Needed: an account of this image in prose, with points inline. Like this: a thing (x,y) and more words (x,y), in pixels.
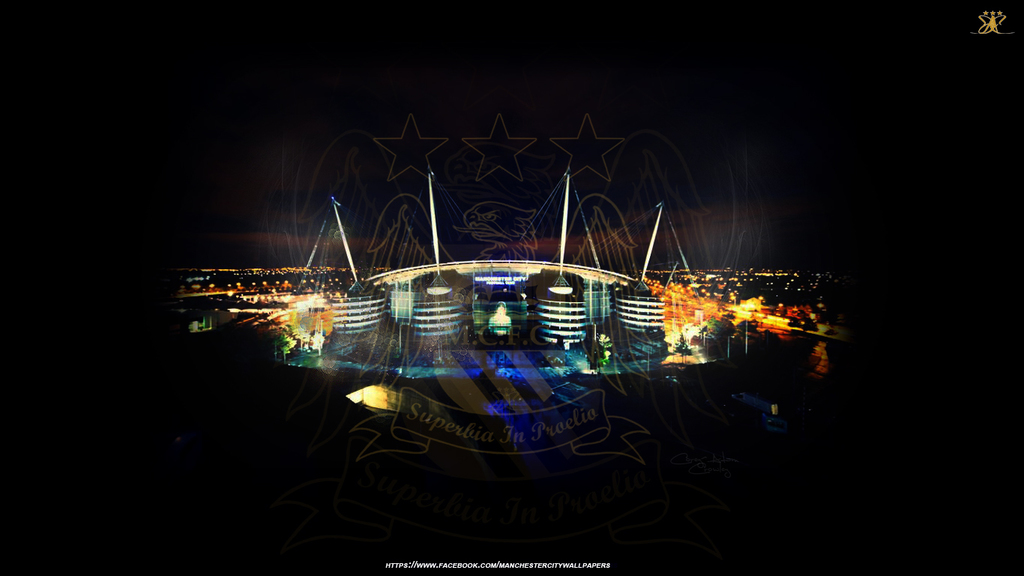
In the image we can see the poster (530,334), in the poster (538,379) we can see the buildings (571,321) and watermarks (466,503), and the corners of the image are dark.
